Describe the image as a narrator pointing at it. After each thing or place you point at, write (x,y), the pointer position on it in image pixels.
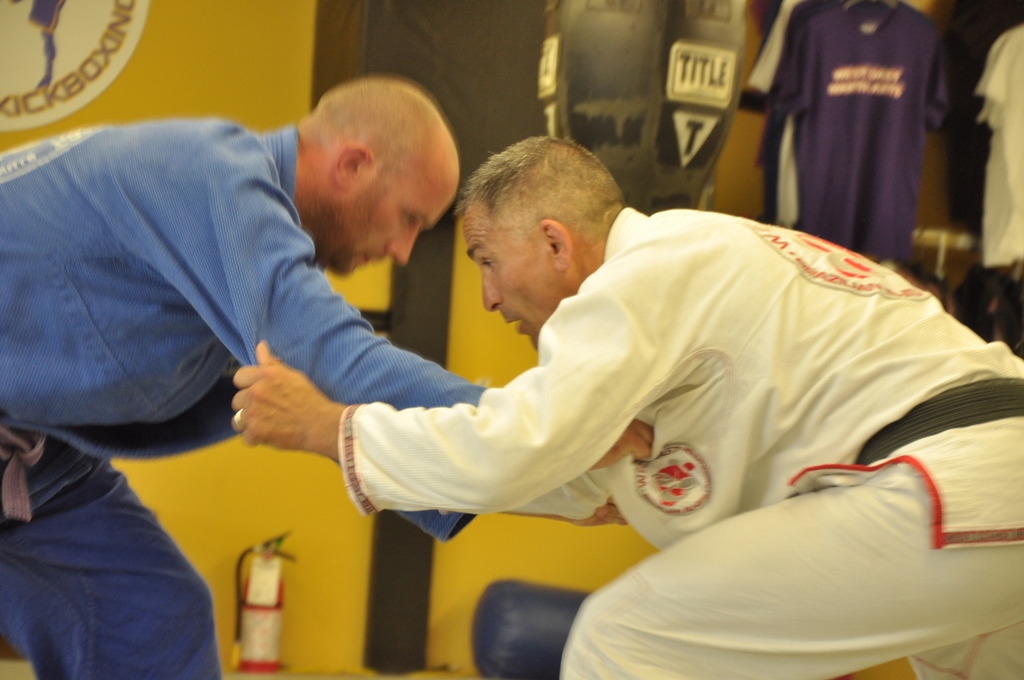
In this image, we can see two men (219,279), in the background (996,73) there are some clothes (863,62) hanging and we can see a yellow color wall (171,53).
